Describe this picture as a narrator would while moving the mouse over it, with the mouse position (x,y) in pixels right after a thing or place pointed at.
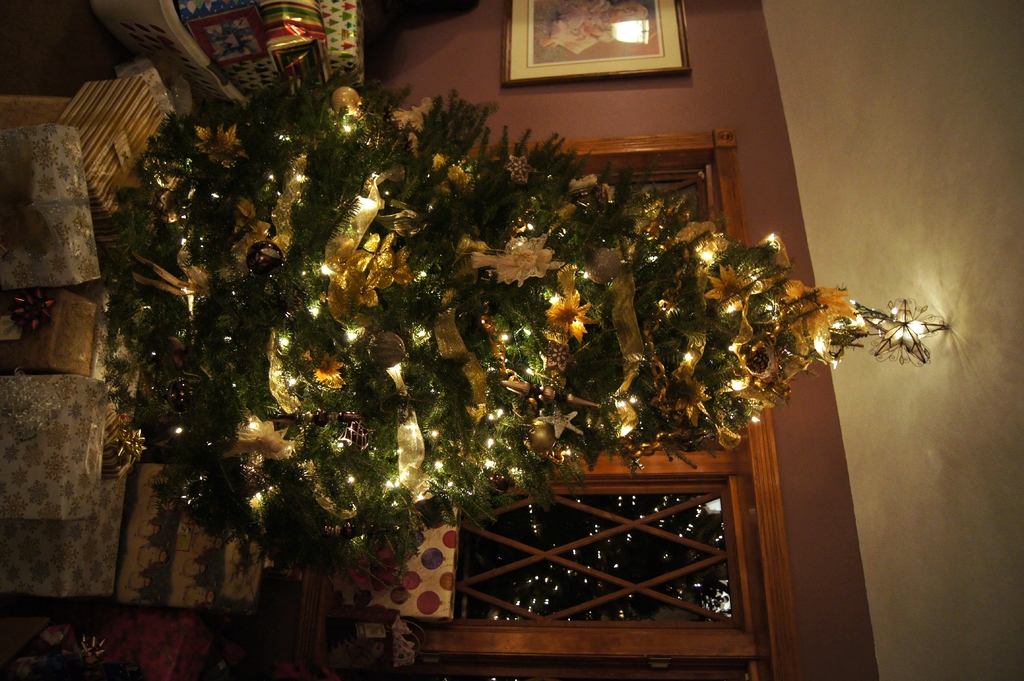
In this image I can see colorful christmas tree (221,362) and light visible on the tree (769,322) and I can see the wall (702,73) and photo frame (604,81) attached to the wall (580,94) and I can see the window (440,652) at the bottom (558,652).
